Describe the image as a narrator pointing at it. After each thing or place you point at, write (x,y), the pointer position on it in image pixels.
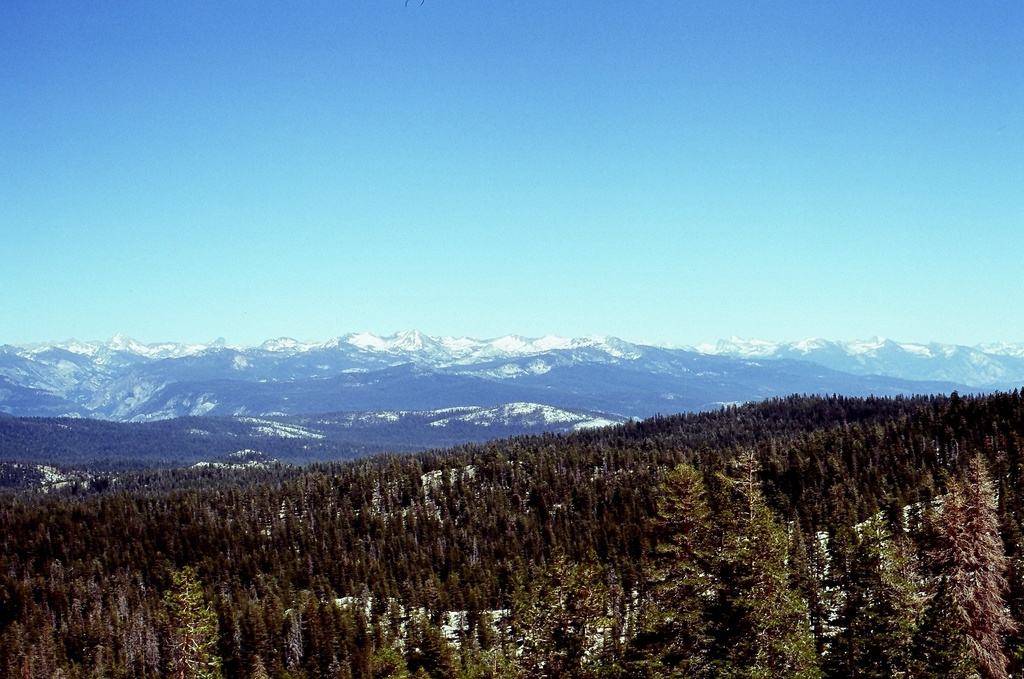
In this image, there is an outside view. In the foreground (503,535), there are some trees (422,582) and mountains (548,368). In the background (525,145), there is a sky (533,118).
